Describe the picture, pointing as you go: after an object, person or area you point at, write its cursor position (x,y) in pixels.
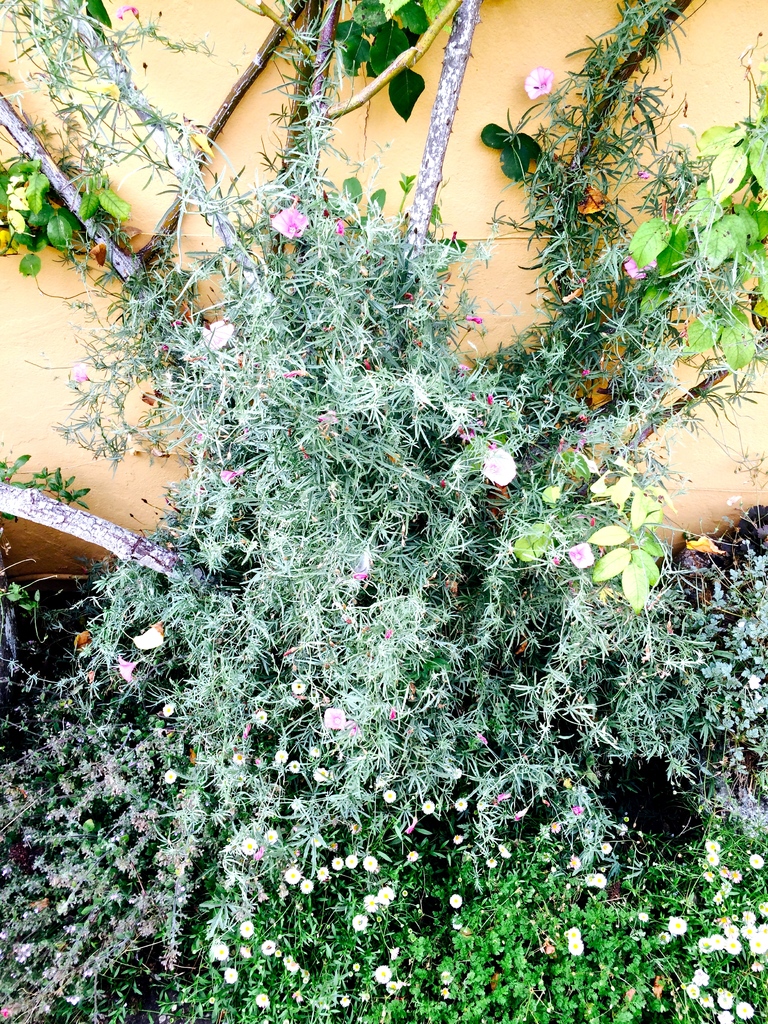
In this picture there are plants (314,389) with flowers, leaves (395,353), thorns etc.
